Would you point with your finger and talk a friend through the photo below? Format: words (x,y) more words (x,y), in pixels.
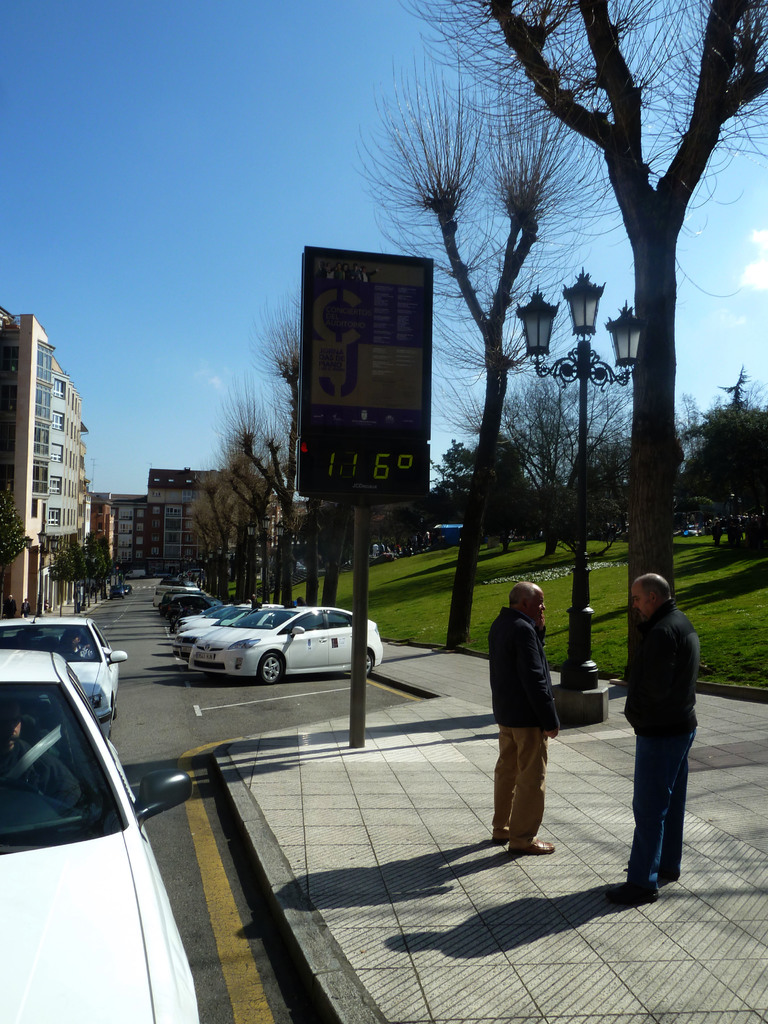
This image is clicked on the road (277,994). To the left (156,653) there is a road (164,682). There are cars (94,730) moving on the road (112,637). To the right (607,727) there is a walkway (424,802). There are two persons (521,721) standing on the walkway (475,720). There are trees (644,549), street light poles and sign board poles (390,371) on the walkway (372,771). There are cars (216,630) parked on the road (156,653). Beside the walkway (441,662) there's grass (596,558) on the hill (716,556). In the background (230,507) there are trees (230,518). At the top (210,164) there is the sky (210,171).
